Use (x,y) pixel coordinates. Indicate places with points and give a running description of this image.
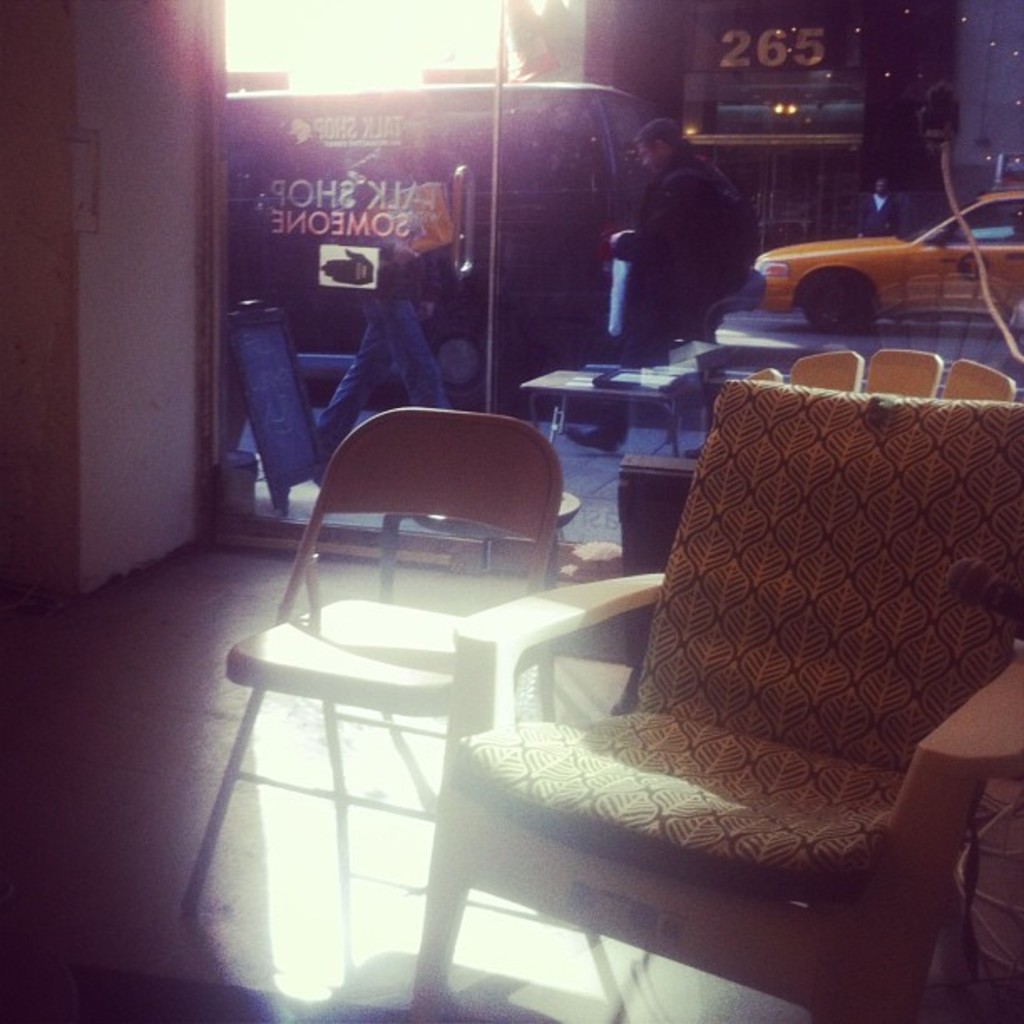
Here we can see empty chairs (728,674). Through glass (685,133) we can see a car (884,265), persons (699,257) walking. This is a store (834,139).
